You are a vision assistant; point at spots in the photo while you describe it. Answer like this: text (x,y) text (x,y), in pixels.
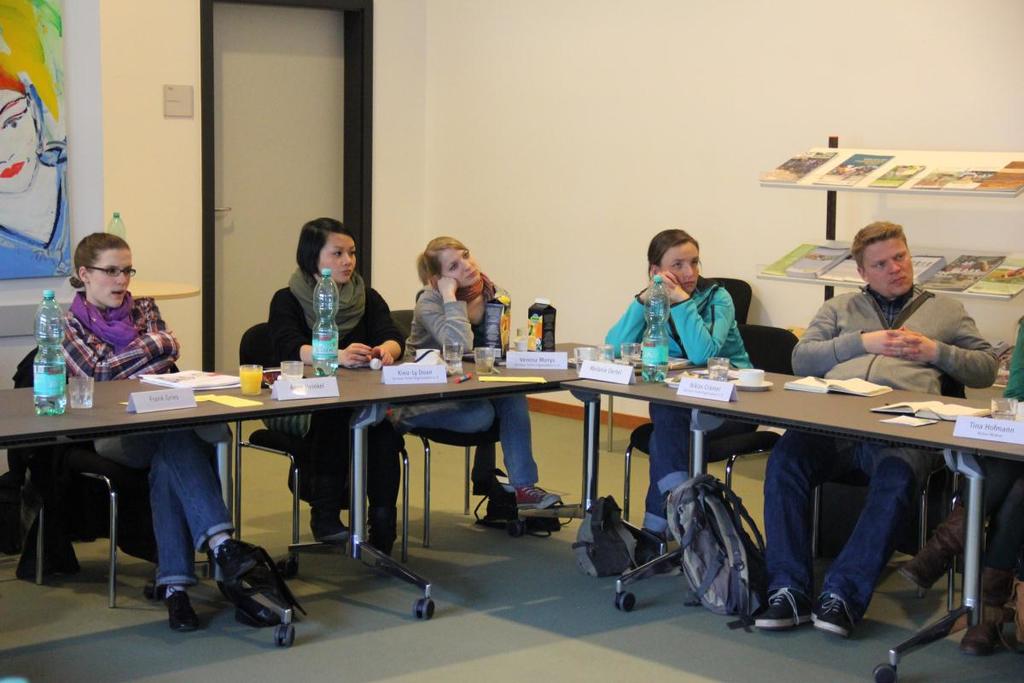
This picture describes about group of people (123,320) who are all seated on the chair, in front of them we can find water bottle (48,371), glass (79,403), name board (150,401), paper (179,385) on the table (350,395), under the table (155,413) we can see a bag (724,555), behind them there are some books (932,179) in the book shelf (898,161) and a wall painting (50,109).
